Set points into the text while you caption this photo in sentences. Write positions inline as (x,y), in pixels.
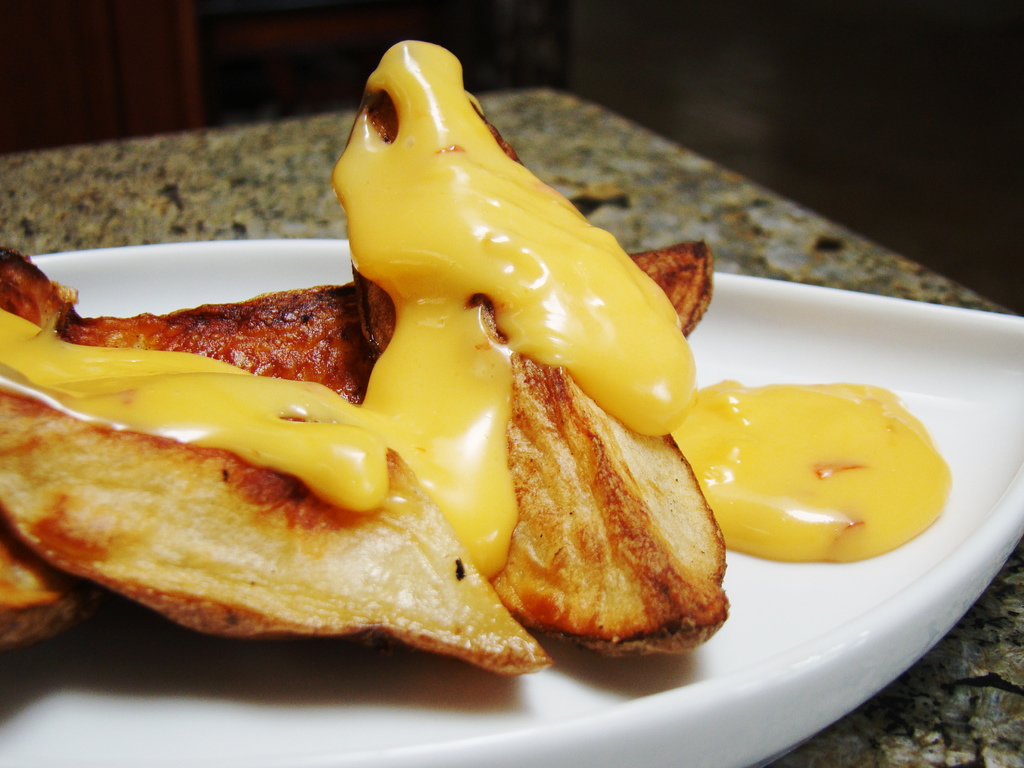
In this image I can see few food items (557,448) in a white color plates (956,335). I can also see yellow color cream (121,376) on it.
